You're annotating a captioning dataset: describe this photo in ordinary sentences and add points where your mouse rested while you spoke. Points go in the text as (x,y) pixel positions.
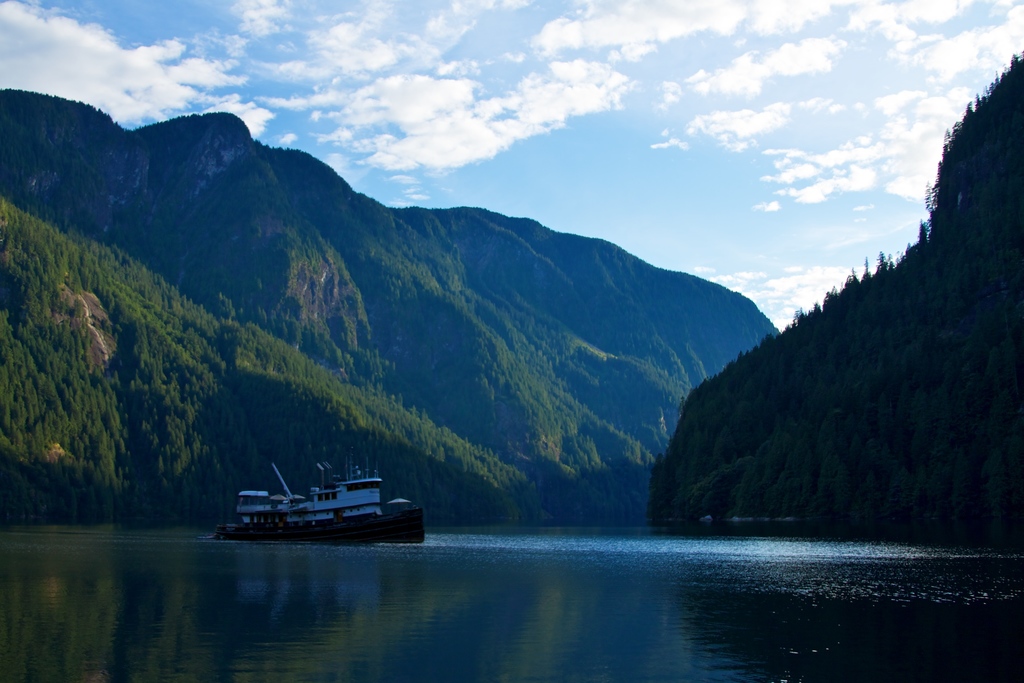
There is a boat (366,516) on the water (412,561). In the background (496,465), there are mountains (366,281) and there are clouds (802,193) in the blue sky (507,156).
